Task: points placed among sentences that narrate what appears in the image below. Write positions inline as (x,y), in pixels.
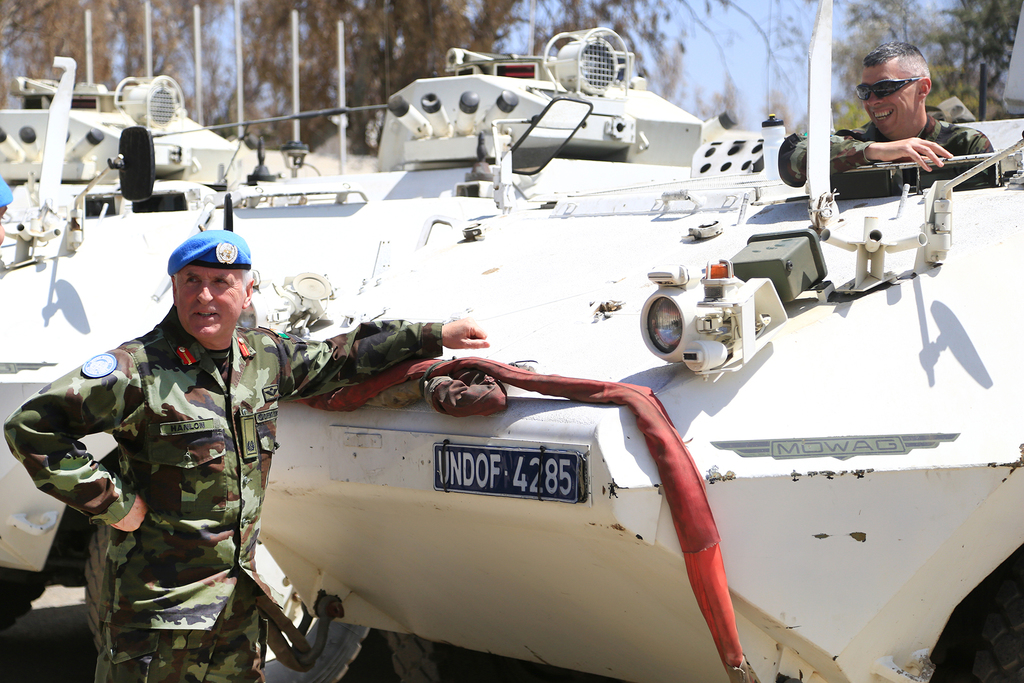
There is one man (179,485) standing and wearing a uniform (110,499) at the bottom of this image (192,555). We can see an army tanker (343,315) in the middle of this image (420,412). There is one man (881,156) present on the right side of this image (955,148). We can see trees (337,67) in the background (441,65).
